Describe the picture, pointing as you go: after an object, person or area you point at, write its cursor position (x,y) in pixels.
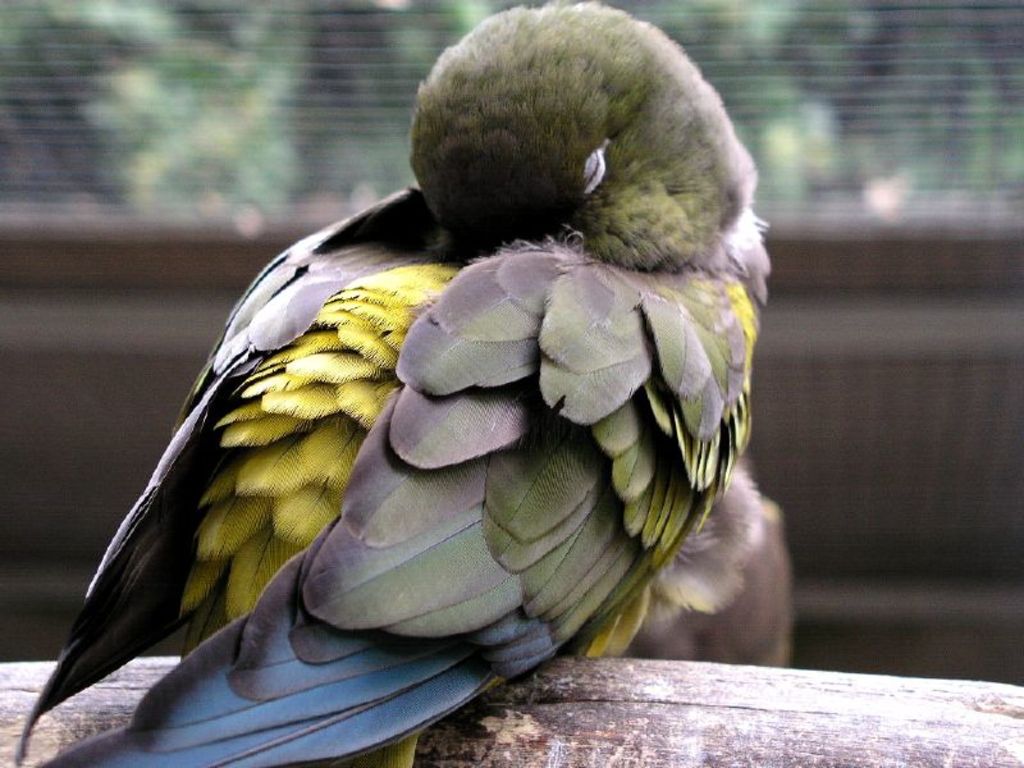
In this image there is a bird (433,611) on a wooden surface (23,700), in the background (81,549) it is blurred.
